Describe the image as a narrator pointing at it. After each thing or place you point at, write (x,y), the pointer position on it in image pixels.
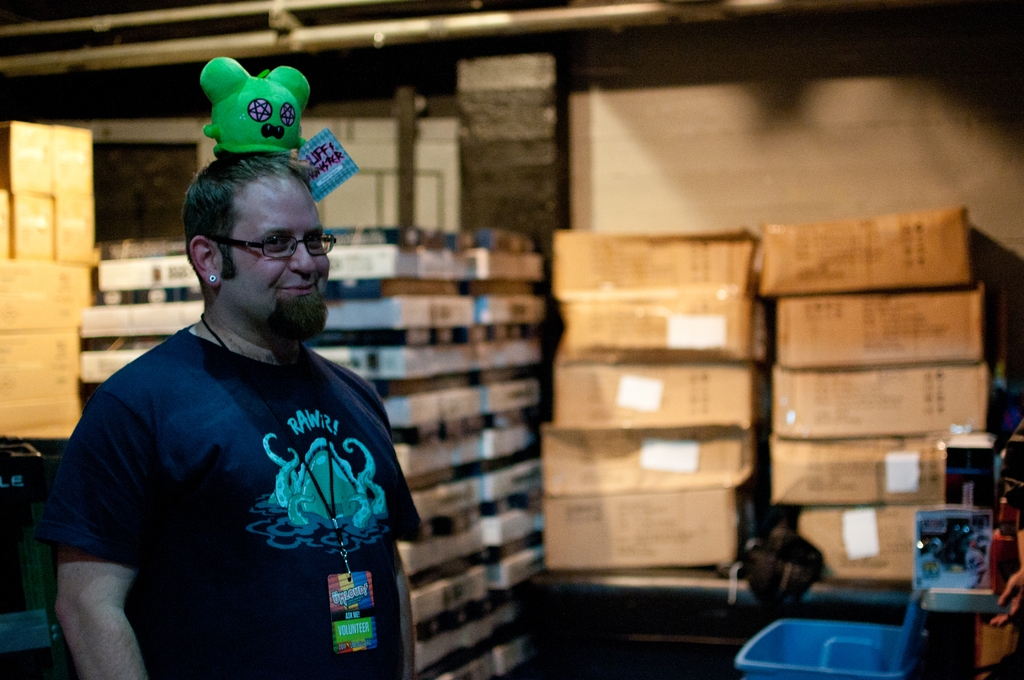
In this image I can see the person (324,446) standing and wearing the specs (290,245). There is a also green color toy (242,146) on the head (253,197) of the person (253,197). To the side I can see the blue color basket (809,653) and many cardboard boxes (573,411) can be seen. In the background (519,144) I can see the wall (822,150).
